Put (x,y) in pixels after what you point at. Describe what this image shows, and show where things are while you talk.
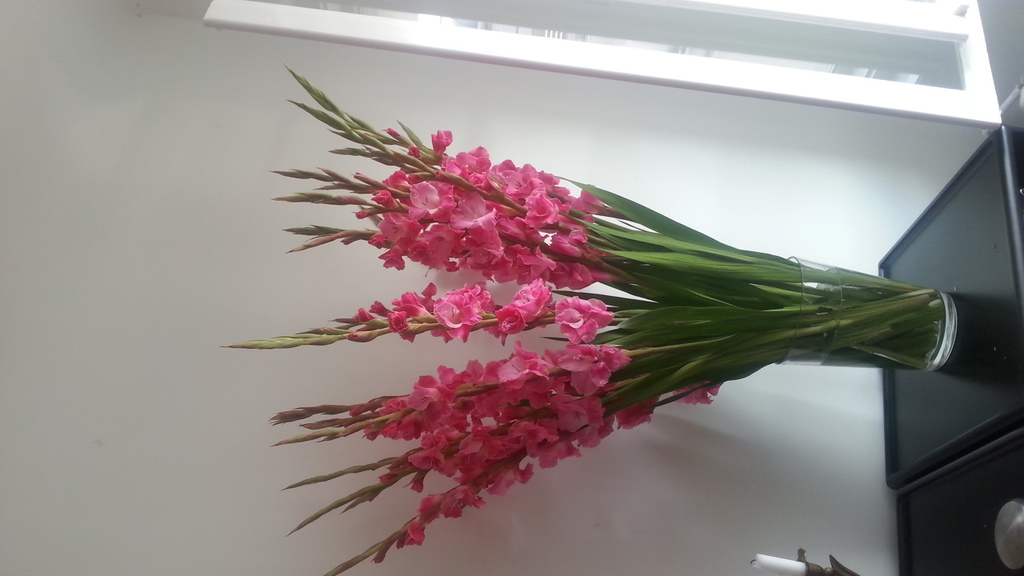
In this image I can see few flowers (387,474) in the glass (902,358) and the flowers (530,289) are in pink color and the glass (880,354) is on the black color surface (964,351). Background (599,12) I can see the window (657,70) and the wall (138,303) is in white color.
